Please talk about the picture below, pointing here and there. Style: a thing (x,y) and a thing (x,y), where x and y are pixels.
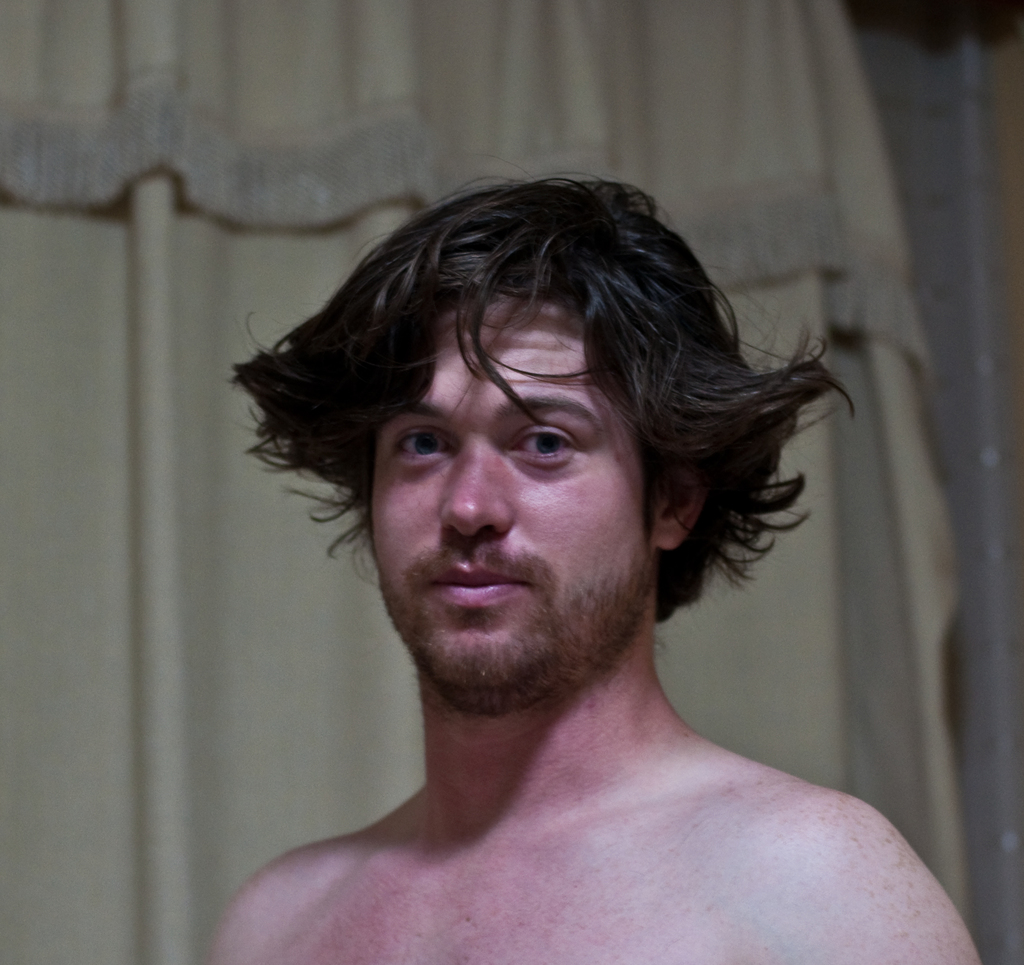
In this image we can see a person (565,593), behind him we can see the curtain (234,323).
